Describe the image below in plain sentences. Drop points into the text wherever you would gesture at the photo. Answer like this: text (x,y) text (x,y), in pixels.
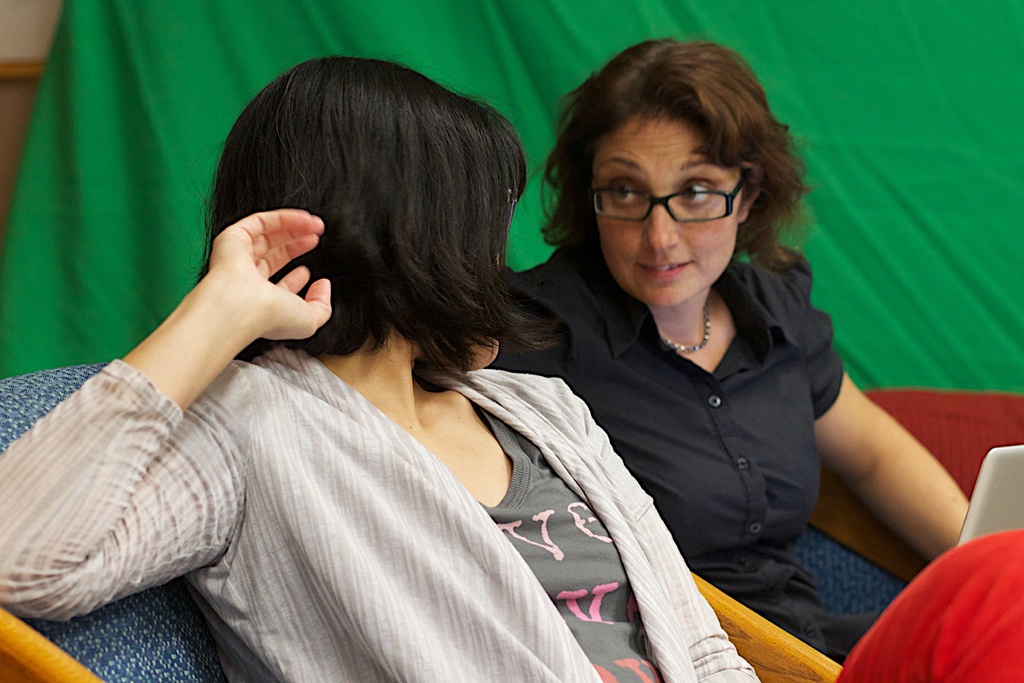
In the center of the image (436,329) there are women (418,337) sitting in the chairs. In the background (27,30) there is a wall (42,26) and green color cloth (458,87).
